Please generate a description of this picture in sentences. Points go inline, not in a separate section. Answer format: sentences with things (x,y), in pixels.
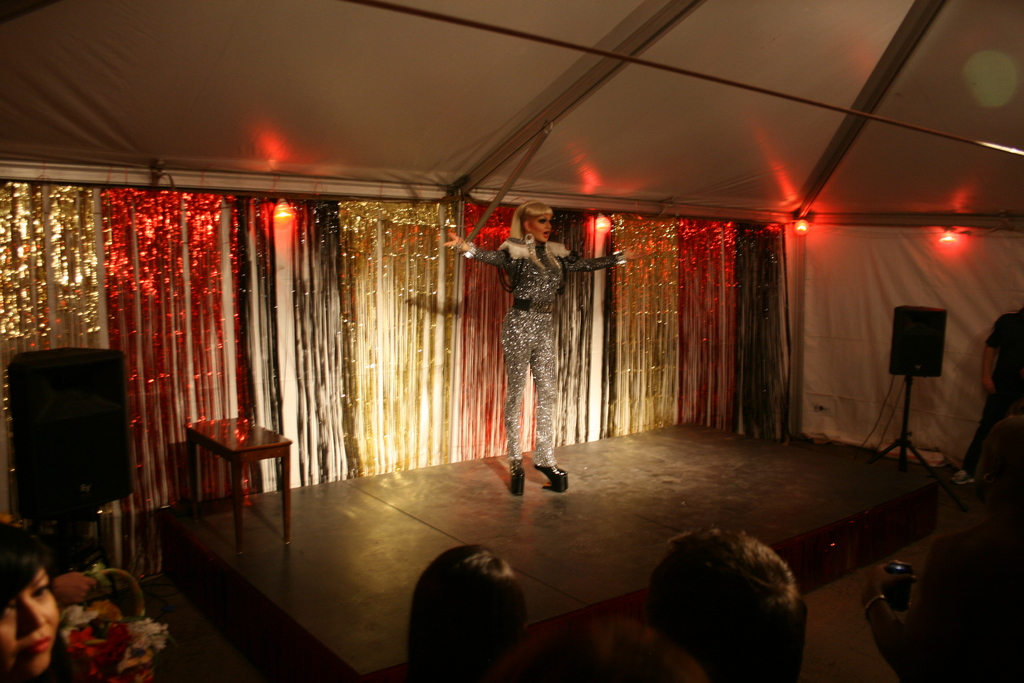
In this image a woman (548,424) is standing on the stage (588,484) having a table (208,450) and a sound speaker (902,366) is attached to the stand (908,382). Bottom of image (33,647) there are few persons (623,682). A person (932,655) is holding a coke can (895,592) in his hand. A person (14,657) is holding a basket (102,641) having few flowers (109,634) in it. Few lamps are attached to the wall (868,239). Left side (76,401) there is a sound speaker (80,450) on the stand (65,525).
